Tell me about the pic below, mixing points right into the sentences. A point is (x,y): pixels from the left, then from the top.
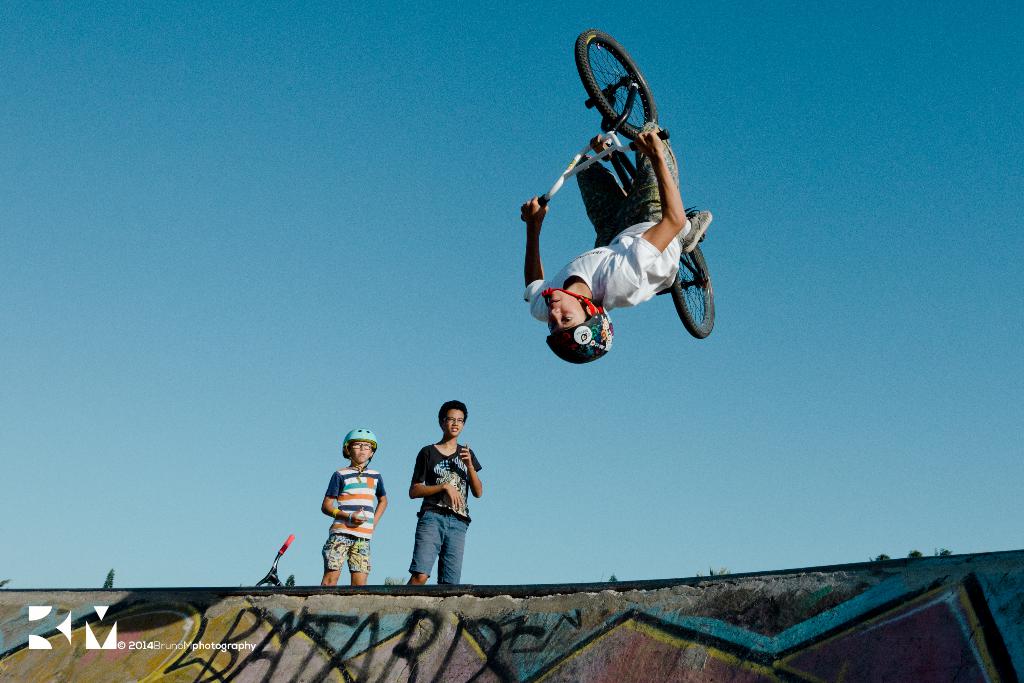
In this image I can see the person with the bicycle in the air (603,391). In the background (662,353) I can see two persons (481,475) standing and the sky (251,239) is in blue color.
